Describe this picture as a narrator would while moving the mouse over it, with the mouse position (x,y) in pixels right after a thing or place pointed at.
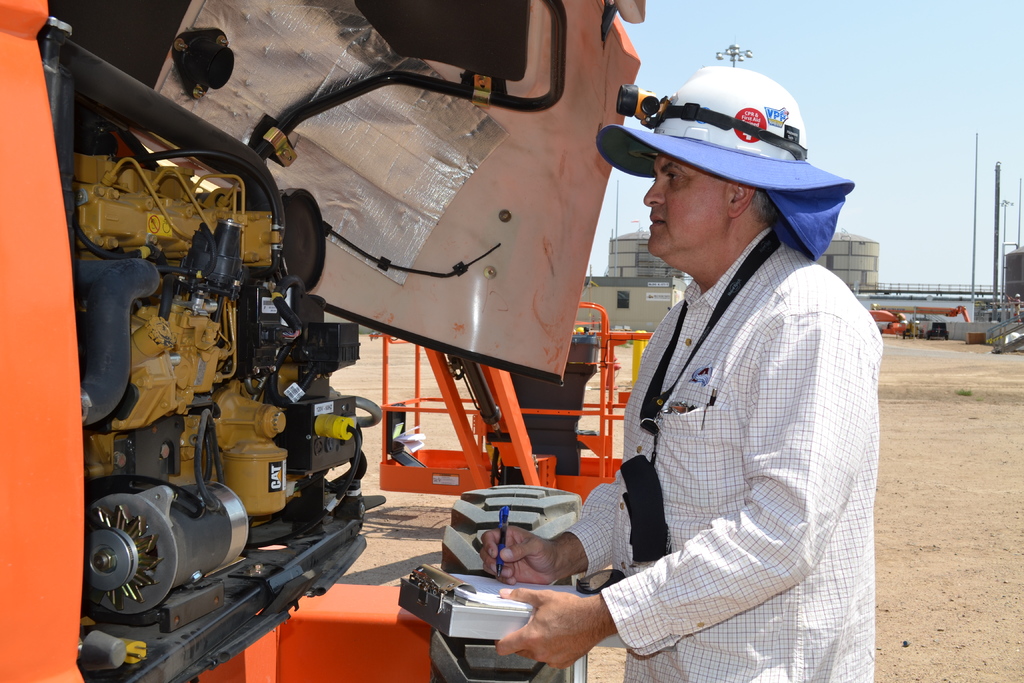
In this image I can see a person (660,349) with helmet (685,102) standing and holding a pen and some object (453,593). In the left side of the image (240,245) there is a mechanical instrument (298,17). There is a building (939,301), there are poles (1006,225) and there are some other objects (992,287). In the background (907,213) there is sky (879,144).
